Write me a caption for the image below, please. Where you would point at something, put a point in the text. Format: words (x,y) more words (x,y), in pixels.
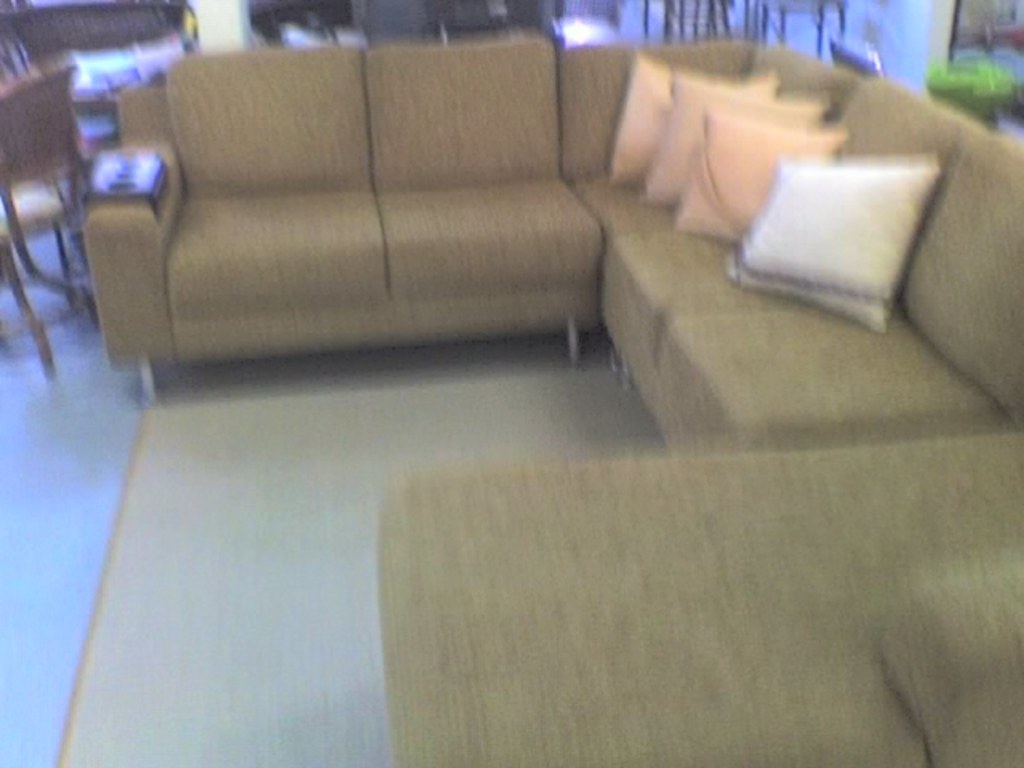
This picture shows a sofa set (399,210) in the room (727,543) on which some pillows (785,166) were placed here. There is a chair (53,176) beside the sofa (365,221).
